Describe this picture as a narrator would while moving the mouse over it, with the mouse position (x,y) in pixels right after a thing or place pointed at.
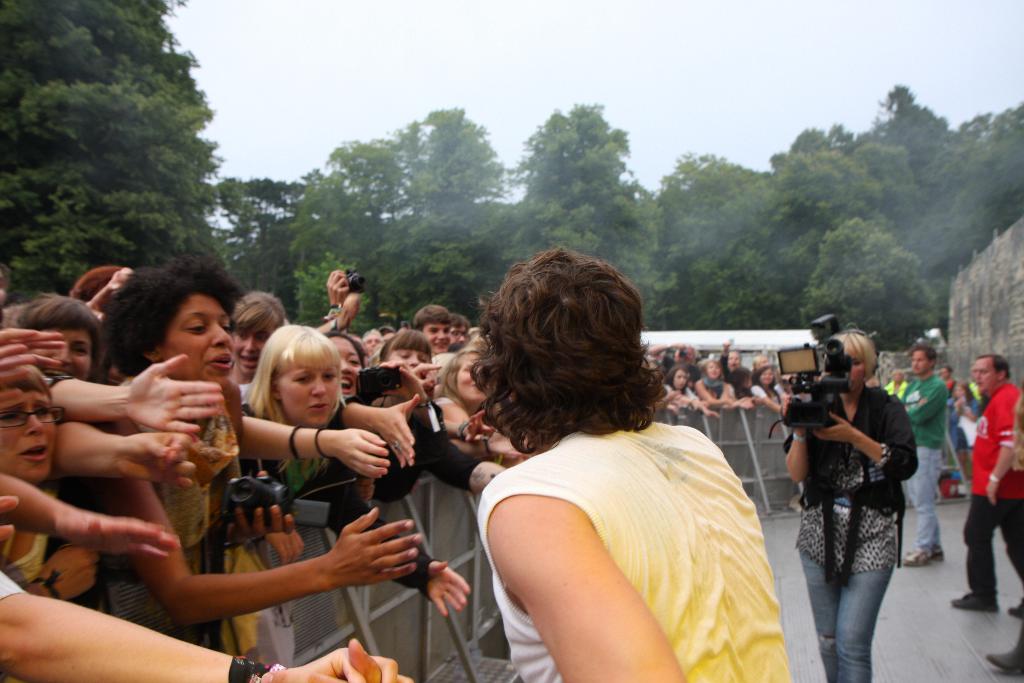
In this image, we can see a group of people (396,445) are standing near the fencing (462,533). Few are holding cameras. Background (983,303) we can see trees (748,267), wall (968,304), tent (783,340). Top of the image (684,72), there is a sky (601,98).
